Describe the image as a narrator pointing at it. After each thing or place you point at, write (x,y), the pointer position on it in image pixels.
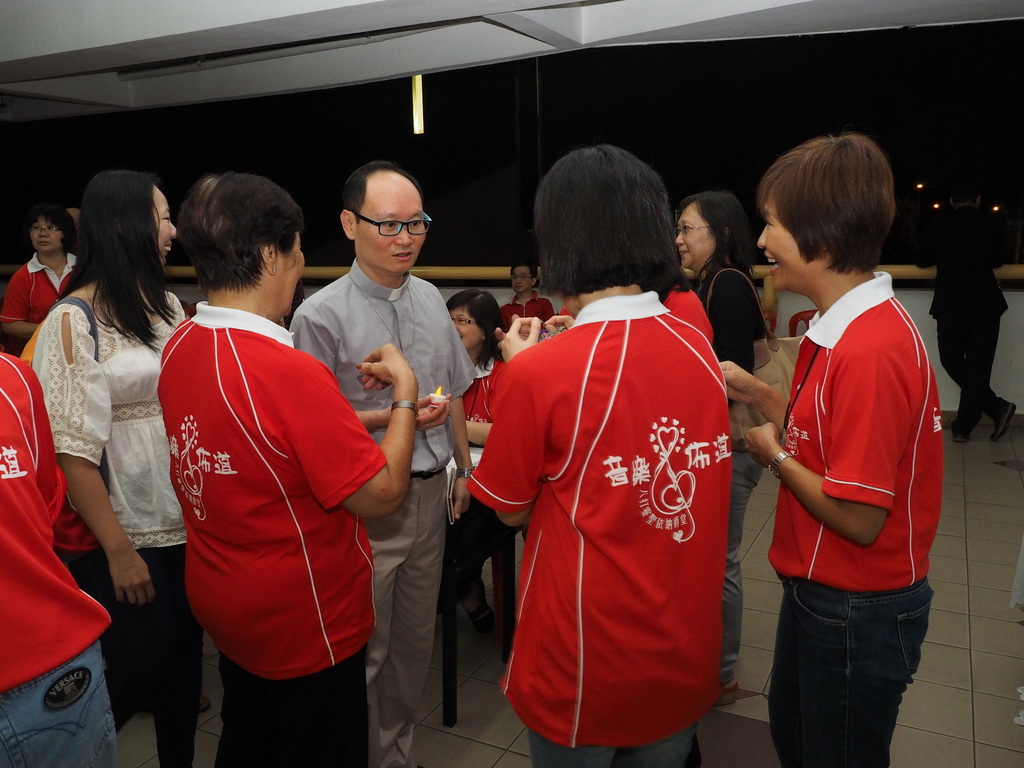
There are few people (454,372) standing. One person (391,288) is wearing specs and holding something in the hands (466,510). In the back (481,311) few (473,316) are sitting. In the background (929,333) there is a wall (502,298) with a rod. On the ceiling (456,63) there is a light (419,107).
